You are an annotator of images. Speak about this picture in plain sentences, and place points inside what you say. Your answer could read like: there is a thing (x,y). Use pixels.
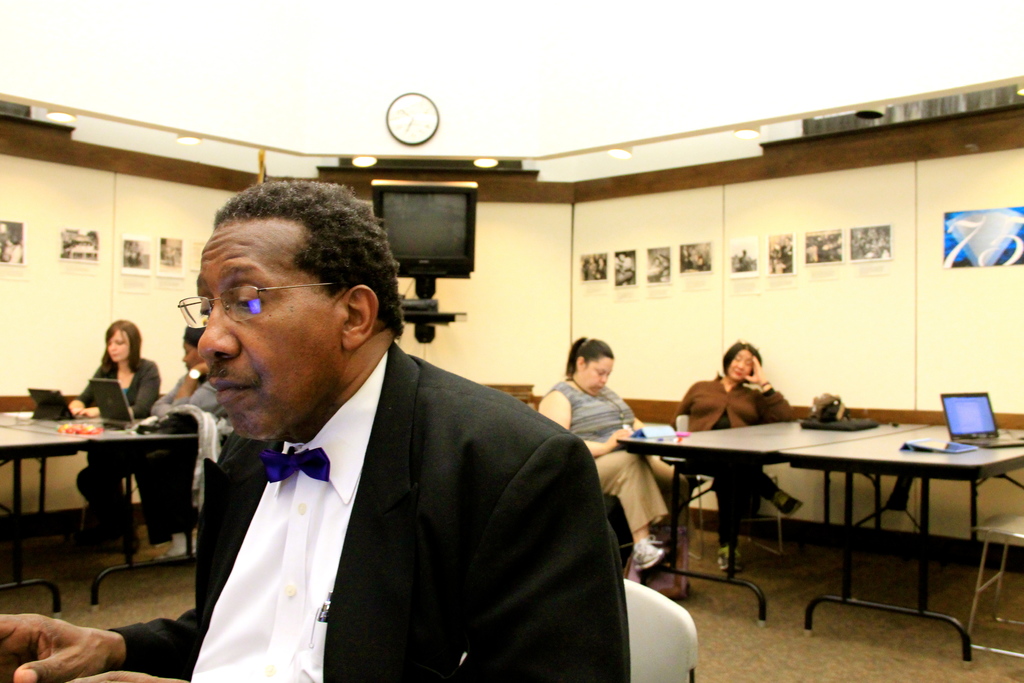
In this image there are five members (440,482) sitting on the chair (672,643). On the table (874,457) we have laptop (966,410). At the background (533,287) we have a wall (540,310) and the pamphlet (621,270) are sticked to a wall (806,317). There is a television (436,239) and a watch (422,127).
